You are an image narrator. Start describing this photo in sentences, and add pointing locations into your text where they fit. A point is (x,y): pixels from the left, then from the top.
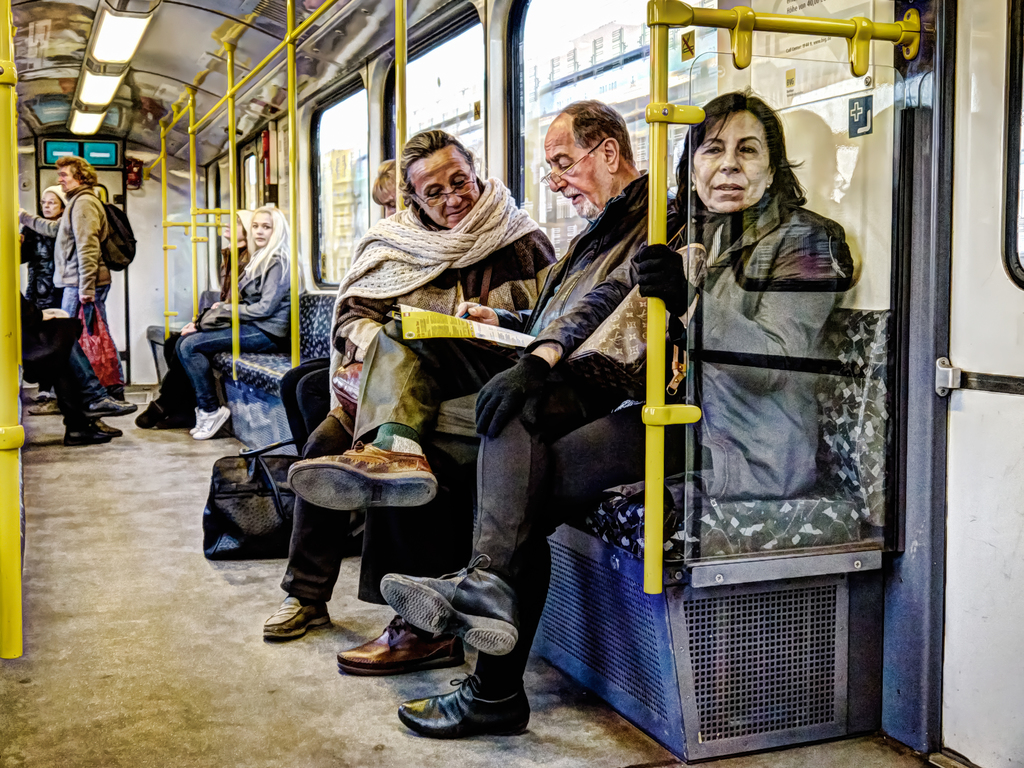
In this picture we can see an inside of a vehicle (101,706), here we can see few people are standing and few people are sitting on seats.
